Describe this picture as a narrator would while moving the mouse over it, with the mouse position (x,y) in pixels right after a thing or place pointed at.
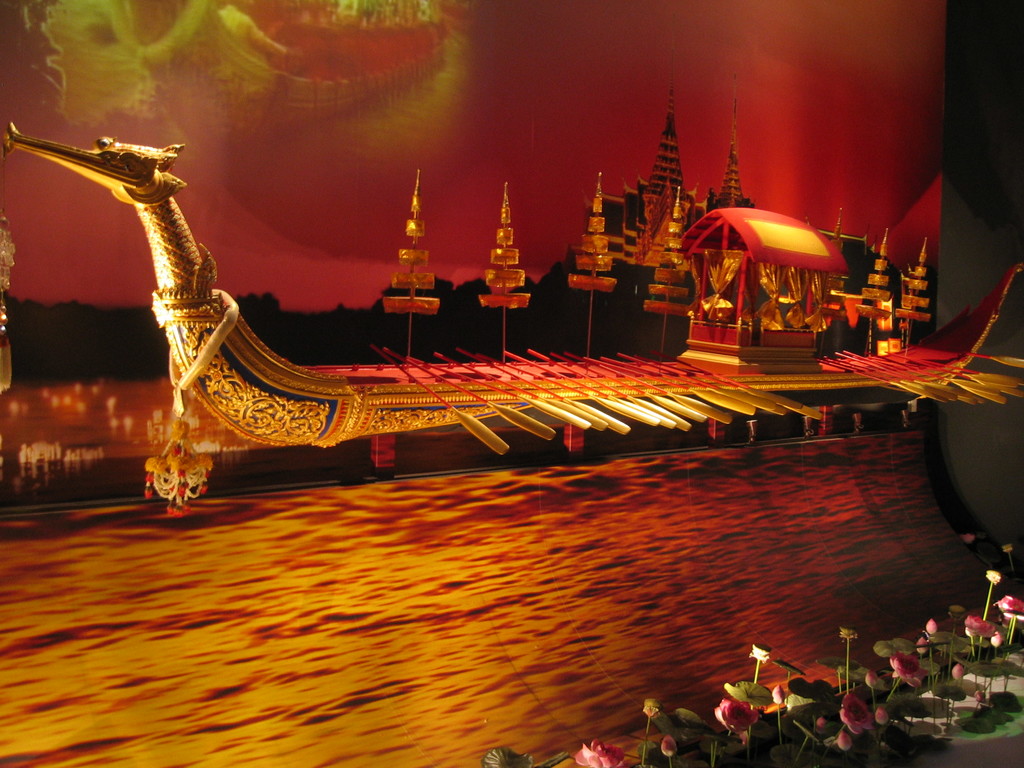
This image looks like it is edited. At the bottom (443,534), there is water (331,554). In the front (896,393), there is a boat (489,407). In the background (637,189), there are trees (618,262) and a castle (719,198).
